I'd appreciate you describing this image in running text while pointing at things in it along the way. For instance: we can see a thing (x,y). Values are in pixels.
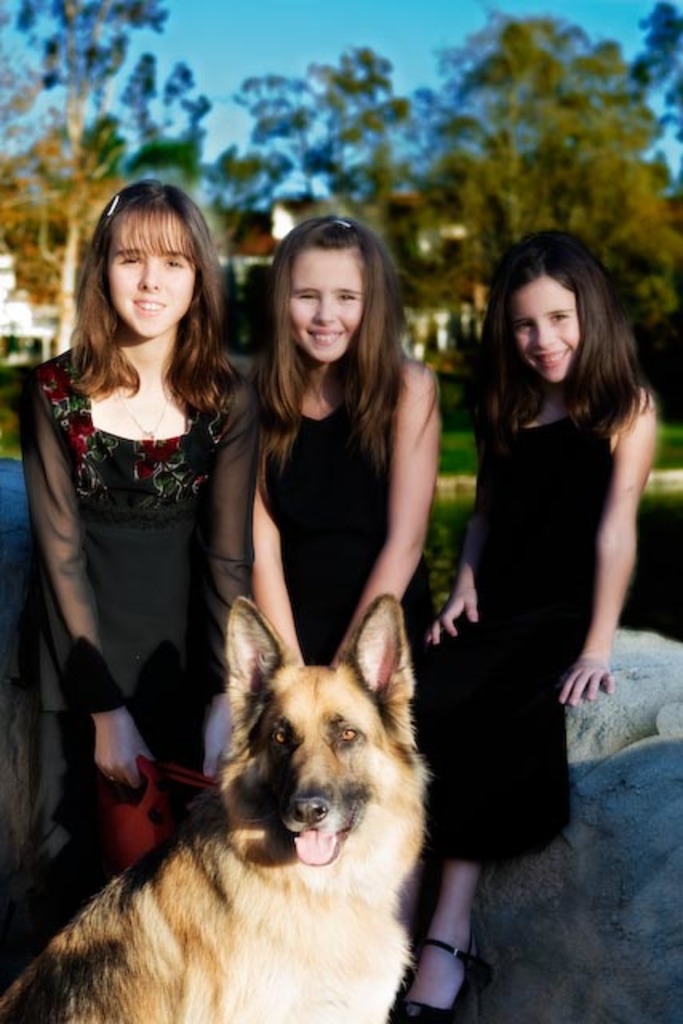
In the image we can see there are three girls (416,530), two standing and one sitting and in front of them there is a dog (327,892).
